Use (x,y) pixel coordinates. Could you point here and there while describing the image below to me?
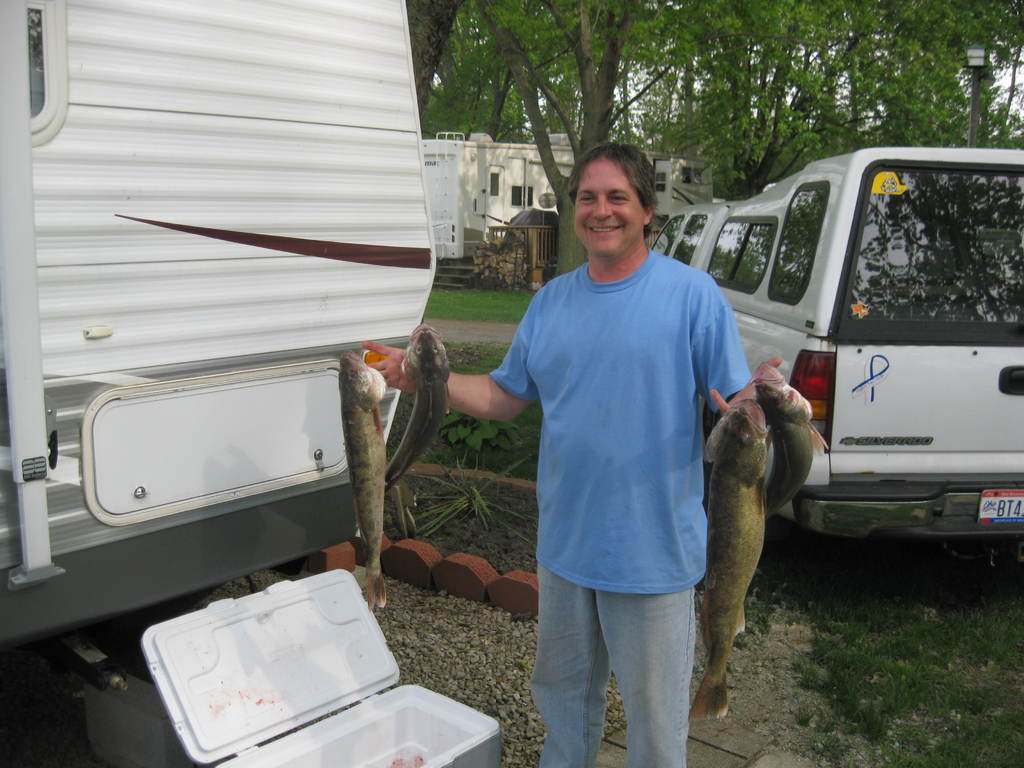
In this image we can see a person (699,407) standing and holding fish (766,447) in his hands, we can also see some vehicles (324,326) parked on the ground (408,672), some plants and a container (464,734) placed on the ground (777,669). In the center of the image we can see the staircase (455,279) and railing (547,254). On the right side of the image (976,75) we can see light pole (970,64). At the top of the image (645,25) we can see a group of trees (957,31).
